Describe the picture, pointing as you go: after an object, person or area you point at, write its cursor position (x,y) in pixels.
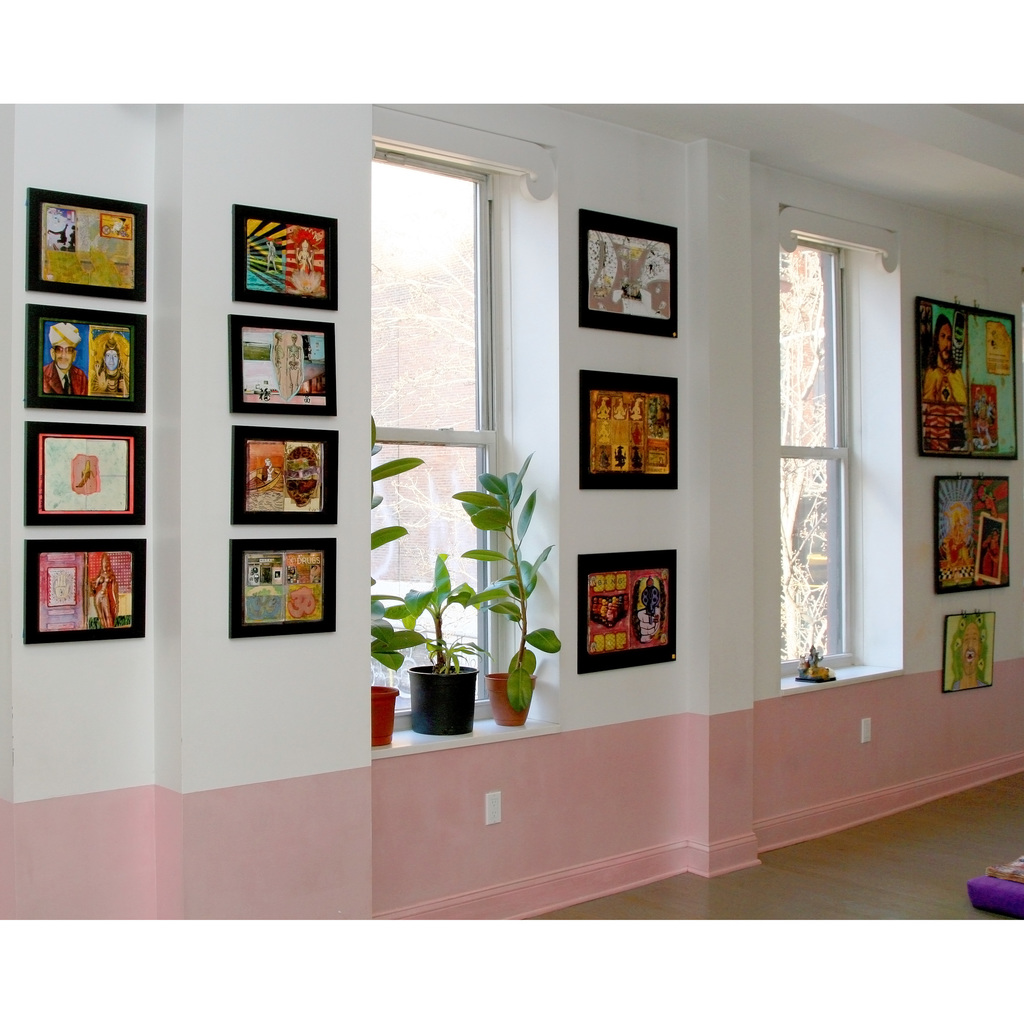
In this image we can see some photo frames (615,258) on the wall (276,695), also we can see some house plants (432,594), and two windows (828,400).
